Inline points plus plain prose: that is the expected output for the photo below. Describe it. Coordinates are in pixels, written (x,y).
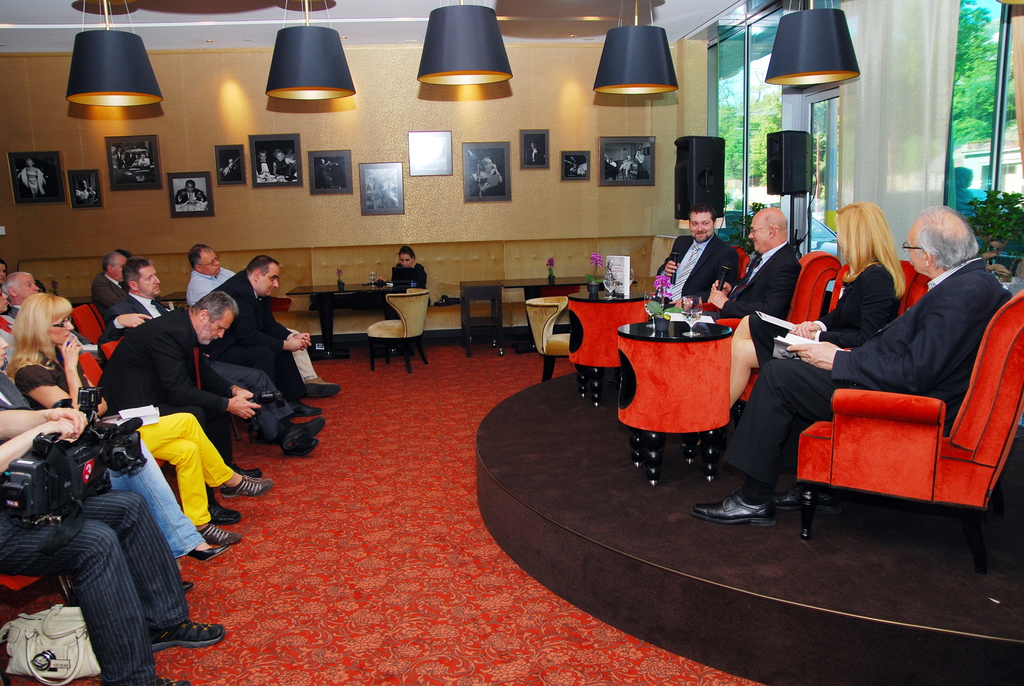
The persons (781,259) in the left side (213,335) is sitting in a red chair (801,294) and there are tables (686,343) and a group of people (879,367) sitting in front of them.
